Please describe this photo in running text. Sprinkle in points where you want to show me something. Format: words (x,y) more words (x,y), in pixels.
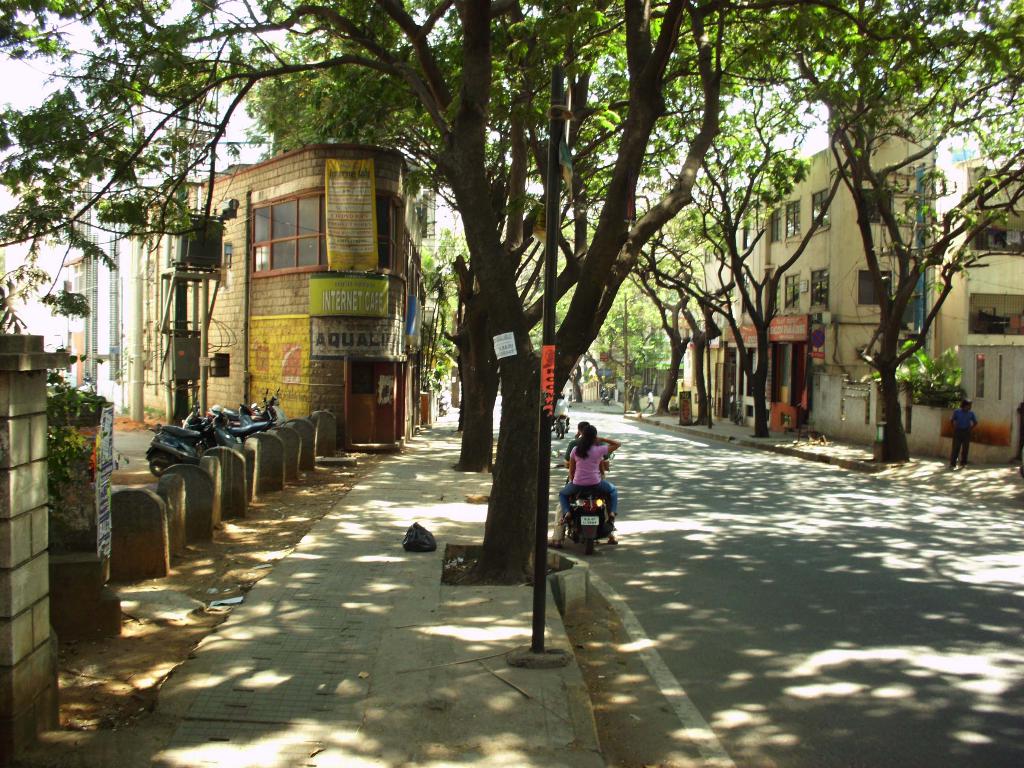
This picture is taken on a road (727,632). On the left side (226,371) there are buildings (316,323), vehicles (217,424), poles (138,325) and on the building (344,327) there are boards (328,301) with some text (343,303) written on it. In the center (508,391) there are trees (532,364), vehicles (587,497). On the right side (701,346) there are trees (698,358), buildings (803,362), and the person (963,434) standing. In the center (609,485) on the vehicle (583,502) there are persons (591,473) sitting.
